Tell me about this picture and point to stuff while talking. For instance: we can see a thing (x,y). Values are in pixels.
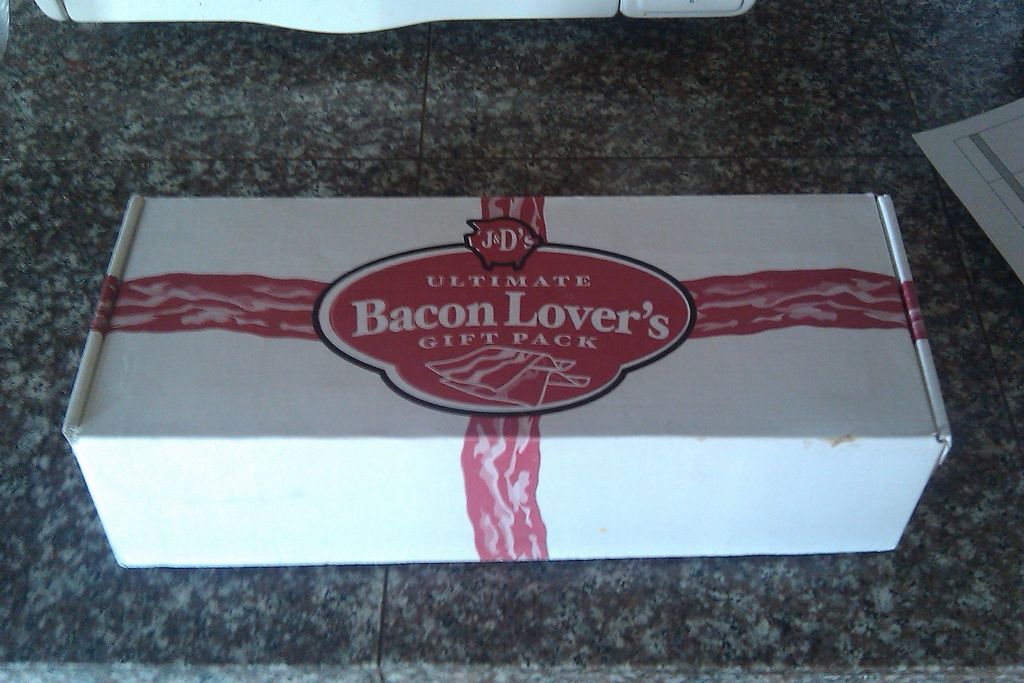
In the center of the image (413,334) there is a box (771,367) placed on countertop (518,566).
